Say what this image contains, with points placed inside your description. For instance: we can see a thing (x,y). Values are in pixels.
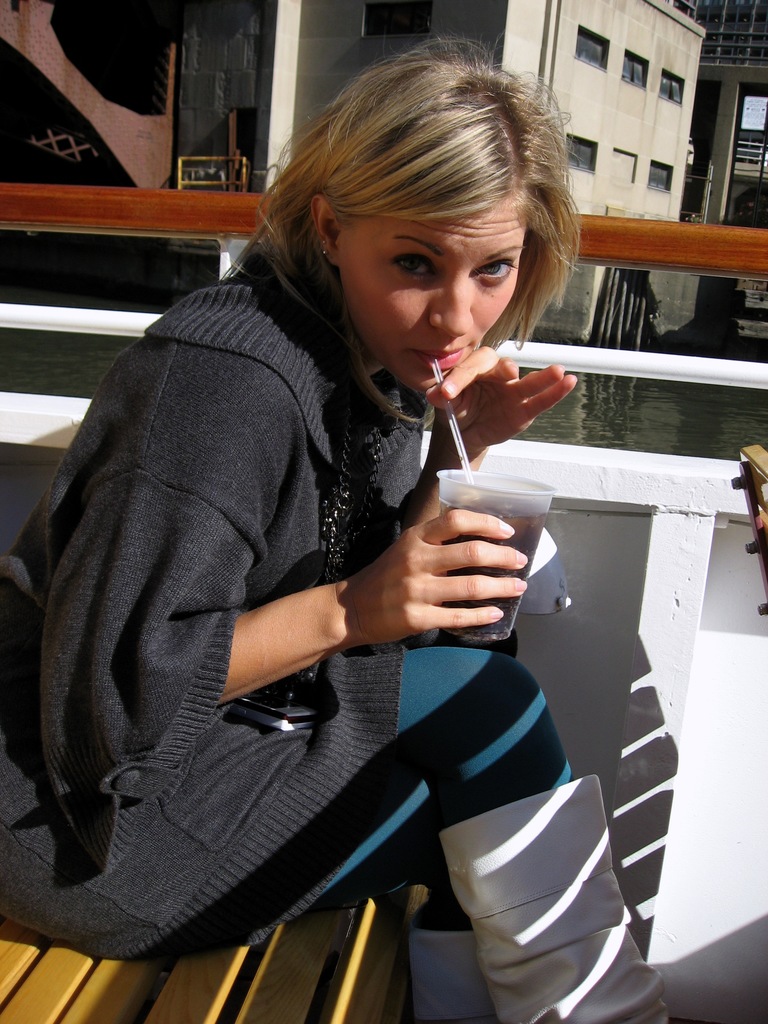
In this image in front (195,464) there is a person (383,711) sitting on the bench (112,981). She is holding the glass (532,498) and a straw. At the center of the image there is water (684,401). In the background (626,18) there are buildings (631,68).
